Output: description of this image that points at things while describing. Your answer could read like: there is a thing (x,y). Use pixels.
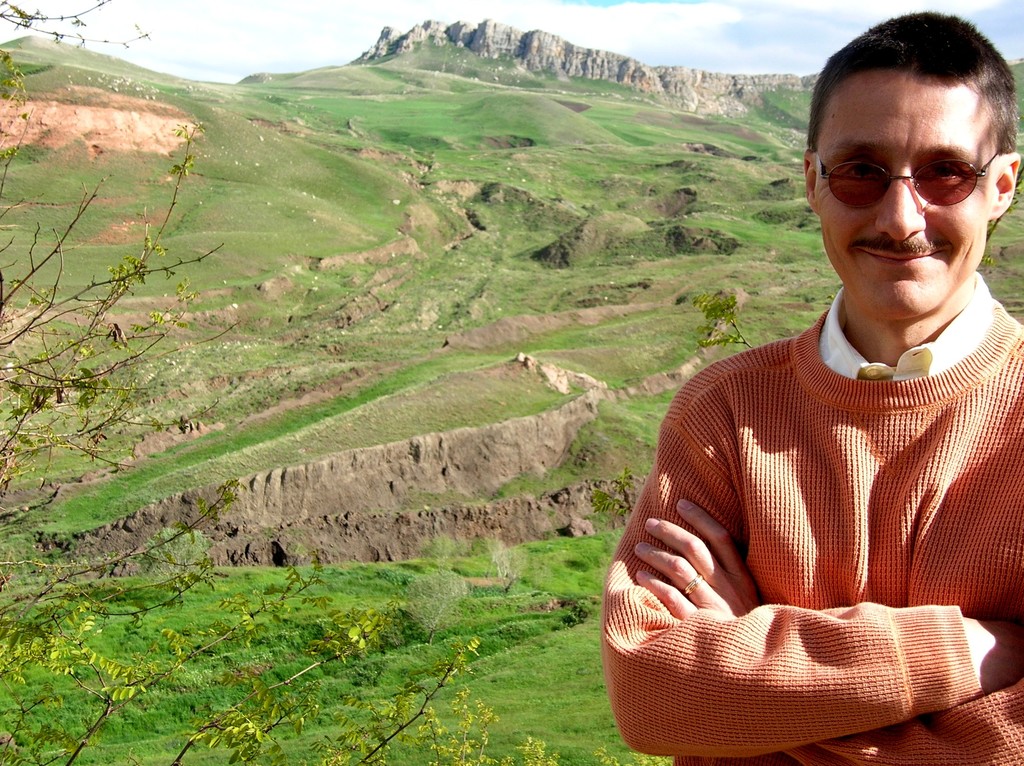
In this image I can see a person (867,507) wearing pink and white colored dress (855,499) is standing and smiling. In the background (786,273) I can see few trees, the ground (486,426), some grass (380,426), a mountain (409,39) and the sky (234,43).
